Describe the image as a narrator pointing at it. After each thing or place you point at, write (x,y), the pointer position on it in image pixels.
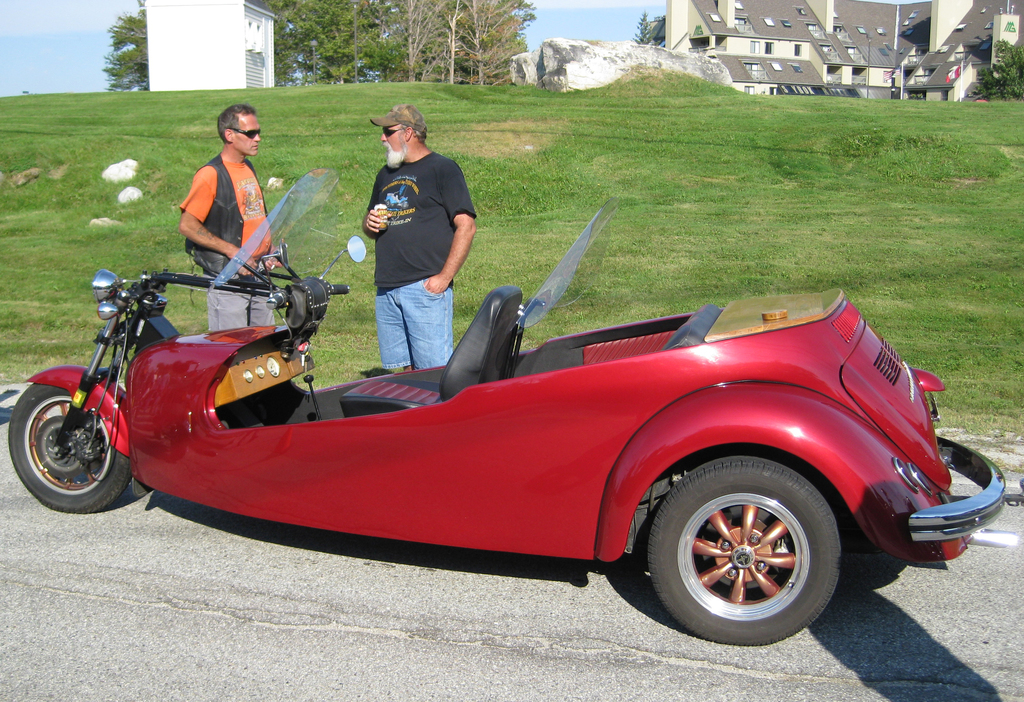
In this picture we can see two men (369,210) are standing, there is a vehicle (498,384) in the front (501,431), we can see grass (578,315) and a rock (592,66) in the middle (617,251), in the background (890,48) there are some houses (722,35) and trees (340,32), we can see the sky (70,28) at the top of the picture (75,25).
